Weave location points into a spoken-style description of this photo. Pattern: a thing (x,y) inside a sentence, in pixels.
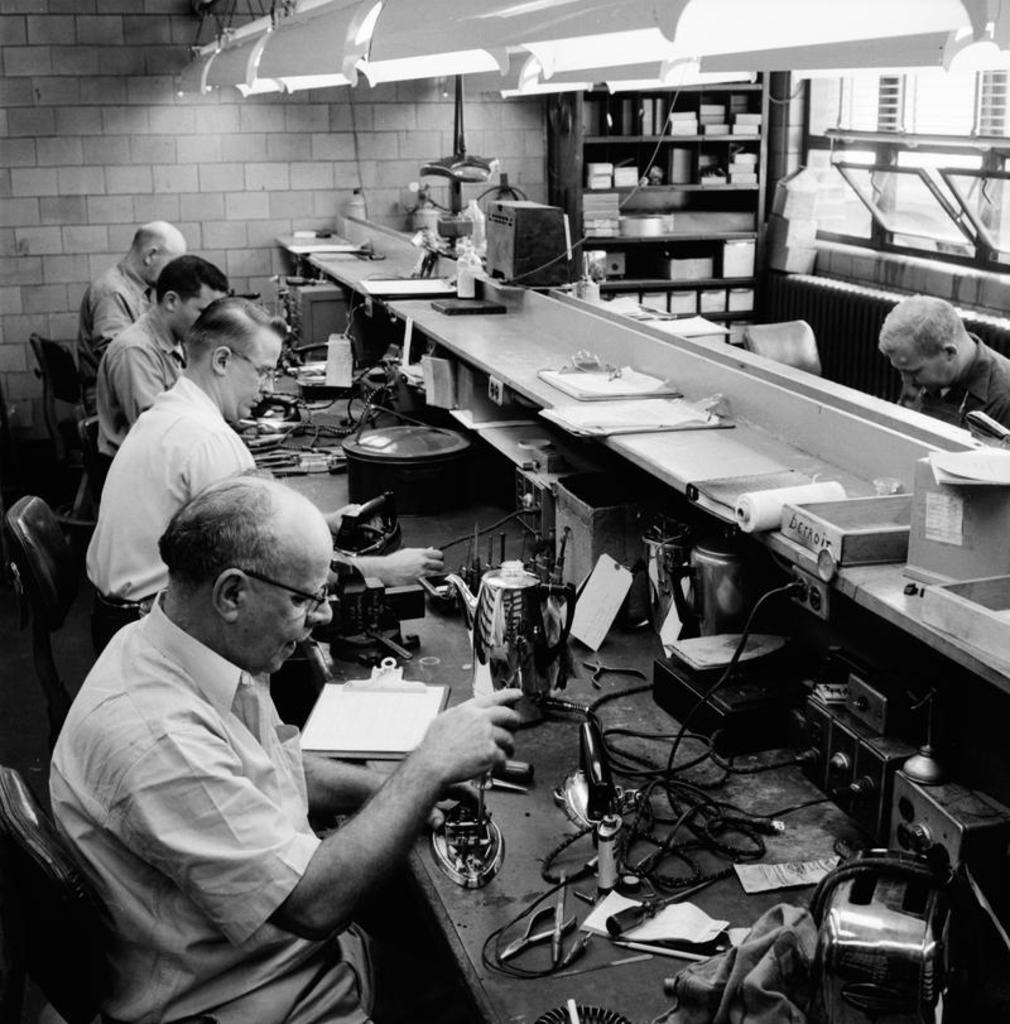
In this image there are five person (939,388) who are sitting on the chair (29,526) and working something on an object (471,824). There is a table (527,801) with full of an object's (648,889) like wire (665,843), can (530,585), papers (593,595), pad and bottle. On the top (784,9) we can see a lights (836,50). On the right (884,119) there is a window (858,215). Here we can see a shelf (687,188) with full of boxes (678,118).
